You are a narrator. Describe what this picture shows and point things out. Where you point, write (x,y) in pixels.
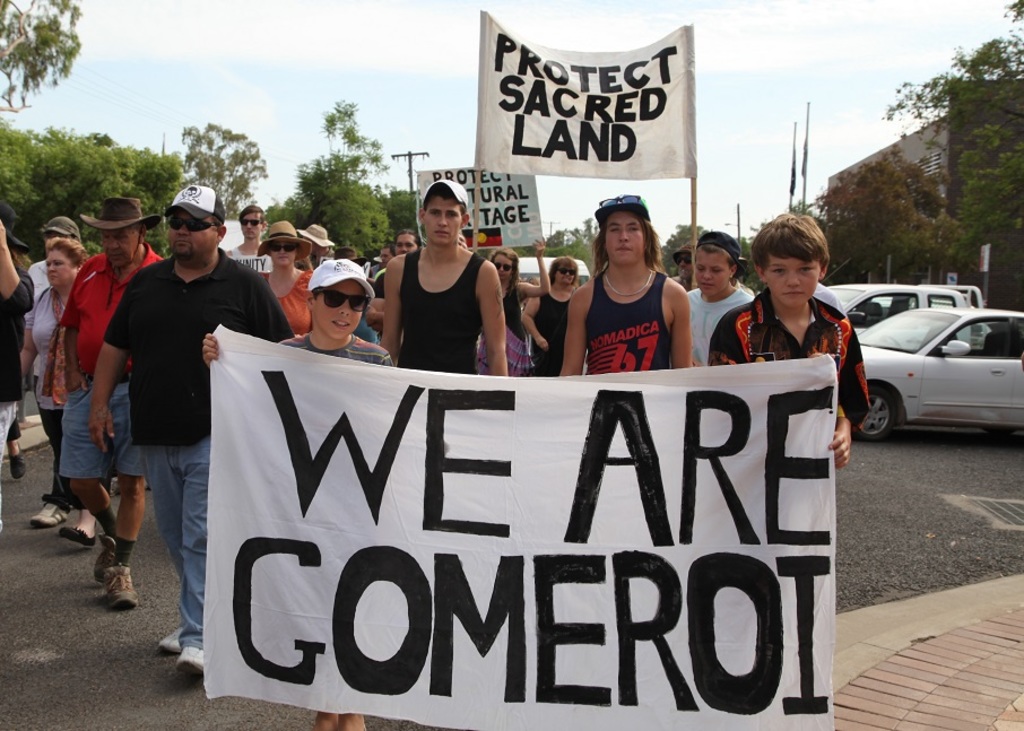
In this image I can see there are many people (132,513) protesting on the road (994,467) and on the right side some cars (871,376) and in the middle (668,261) there are some trees (1013,179).
